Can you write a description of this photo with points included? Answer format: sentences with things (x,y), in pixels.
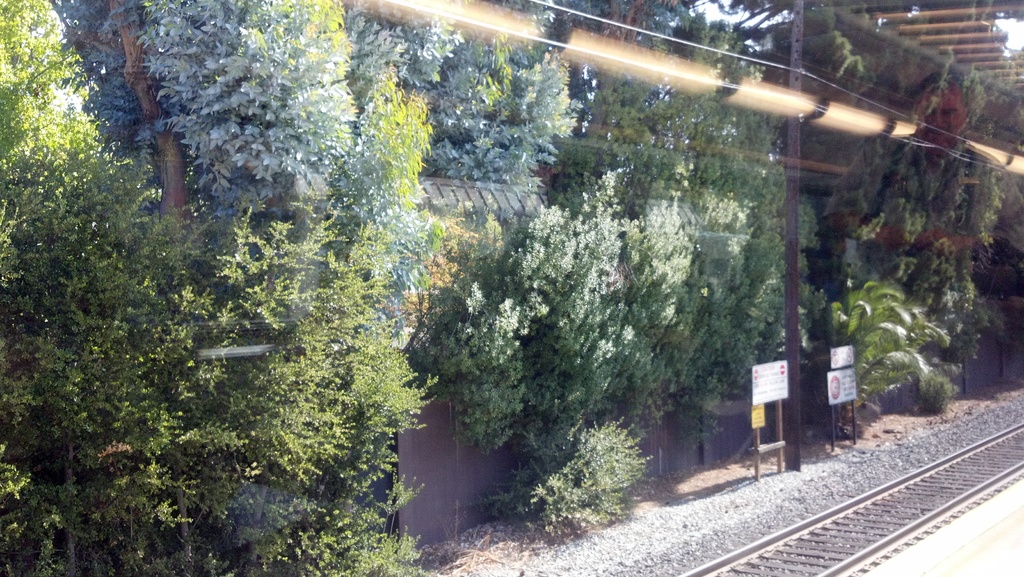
In this image there is a railway track (845,506) at the bottom right (800,522). There are stones (881,477) on one side of the track (836,510). In the background (547,309) there are trees (442,309) near the wall (436,453). There are poles (796,313) beside the track (819,519). At the top (619,46) there are lights (674,83).
